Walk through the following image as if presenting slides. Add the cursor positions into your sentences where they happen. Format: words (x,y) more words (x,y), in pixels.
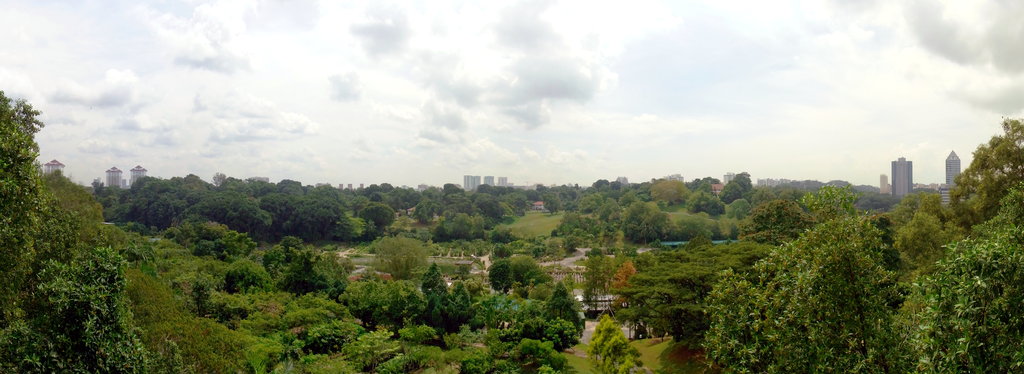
In this image at the bottom (433,287) there are some trees (463,287), buildings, walkway (589,340) and in the background (257,203) there are trees (204,190) and buildings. At the top of the image (703,52) there is sky (682,163).
